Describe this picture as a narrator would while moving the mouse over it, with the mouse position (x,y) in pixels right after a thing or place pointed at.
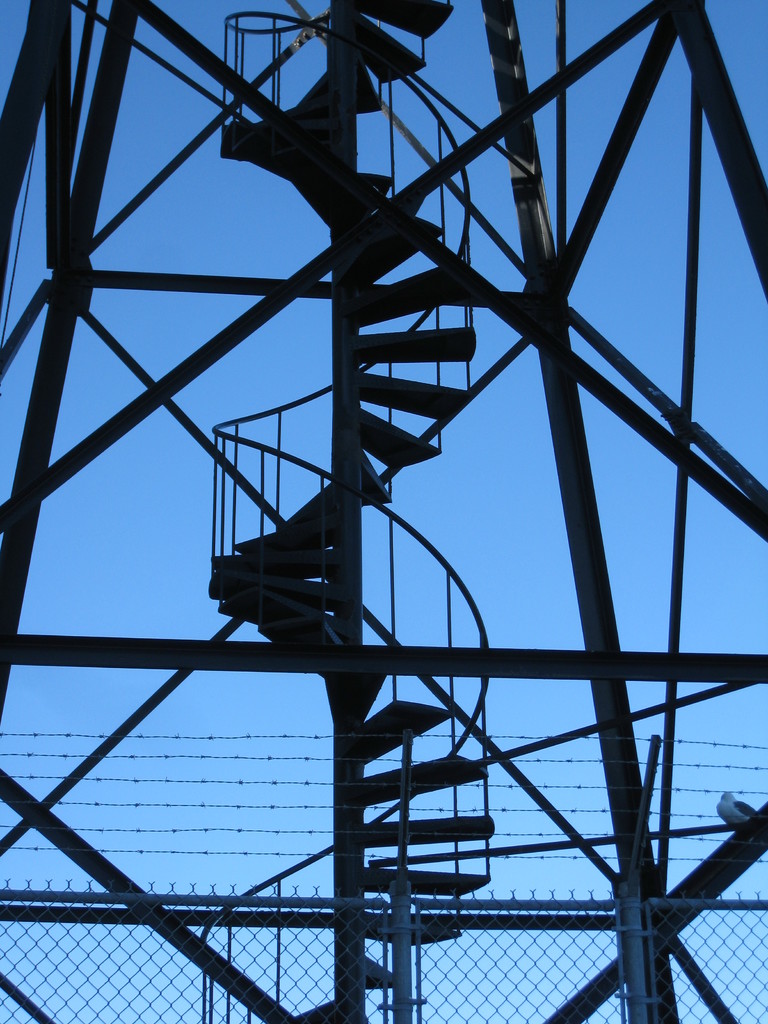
In this image I can see a metal construction (80,639) I can see stairs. I can see a fencing (640,949) in front of this construction (599,926) and metal grills (417,958) through which I can see the sky (139,532).
